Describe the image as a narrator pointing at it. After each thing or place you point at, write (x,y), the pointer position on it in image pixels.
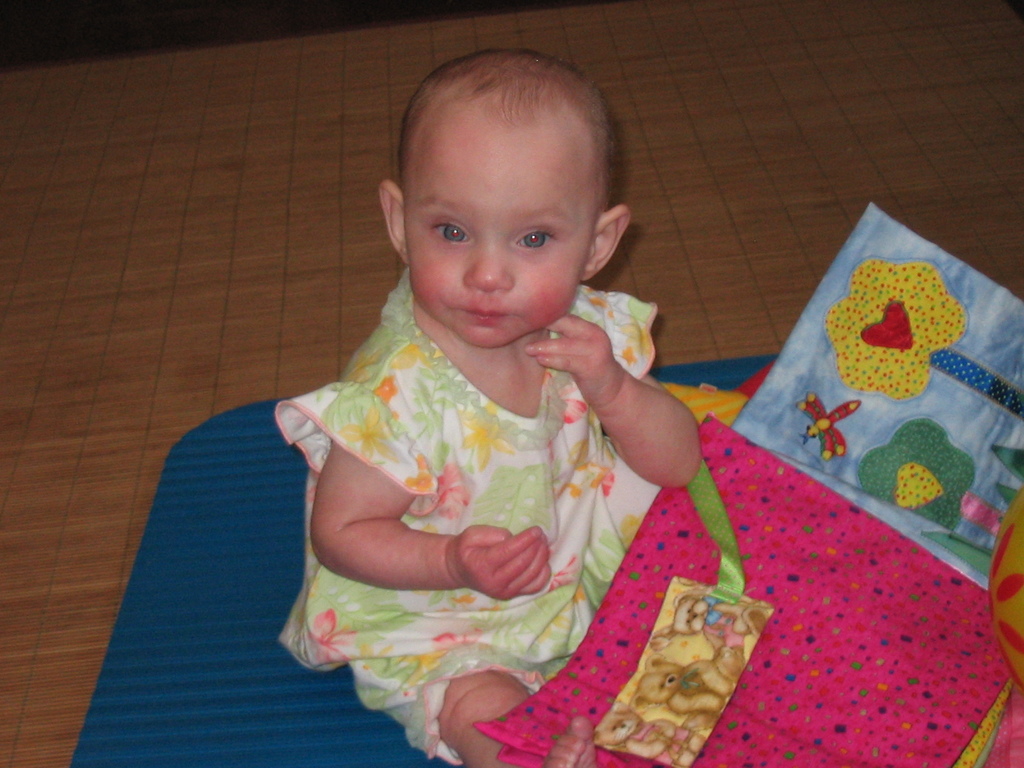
In this image there is a girl (511,415) sitting, there are clothes (804,558) towards the bottom of the image (797,704), there is an object (1011,551) towards the right of the image (1013,586), there is a wooden floor (276,179).
